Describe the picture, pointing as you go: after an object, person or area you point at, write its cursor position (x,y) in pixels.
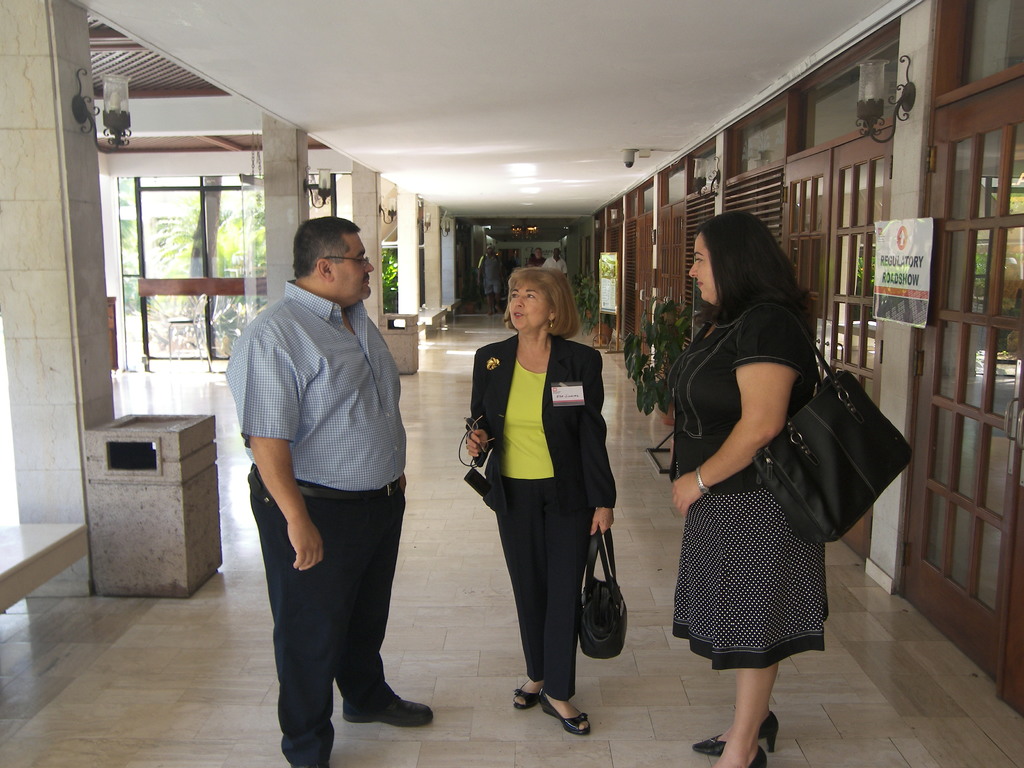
This image consists of doors (854,362) on the right side (992,609), lights (111,96) on the top (111,82), there are three people (534,392) in the front (590,515), two (605,503) are women (526,479) and one (291,501) is man (297,562). There is a dustbin (158,517) on the left side (184,572). There are trees (238,273) on the left side (242,237).
